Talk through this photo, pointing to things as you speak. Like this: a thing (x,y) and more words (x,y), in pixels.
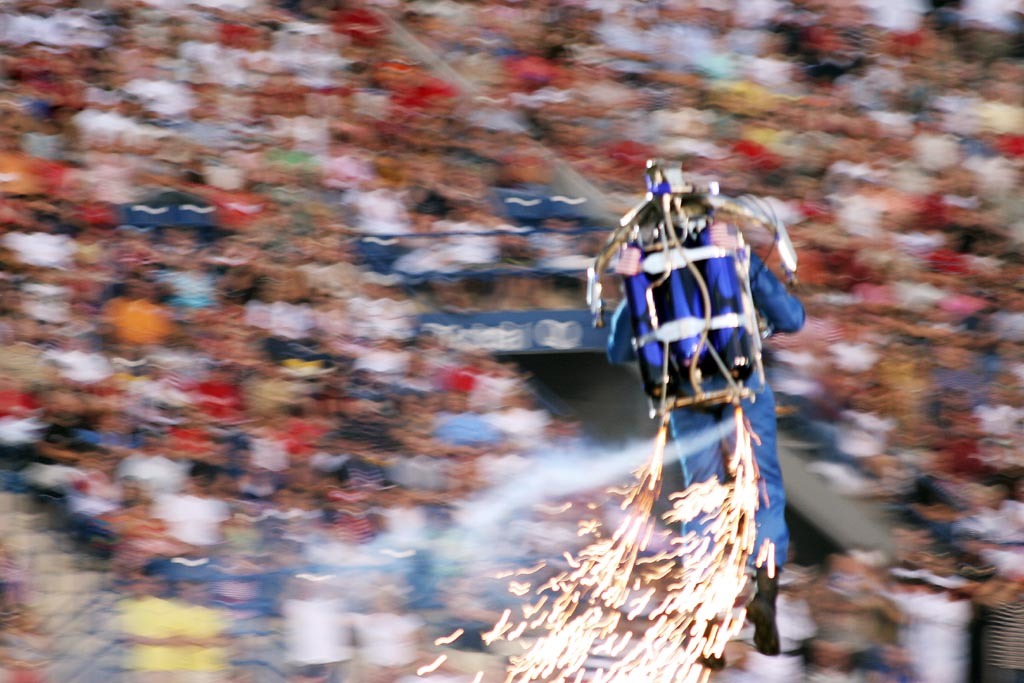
In the picture we can see a man (697,559) with an oxygen cylinder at his back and fire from it and he is flying in the air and behind we can see many audiences (39,258) sitting on the chairs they are not clearly visible.
